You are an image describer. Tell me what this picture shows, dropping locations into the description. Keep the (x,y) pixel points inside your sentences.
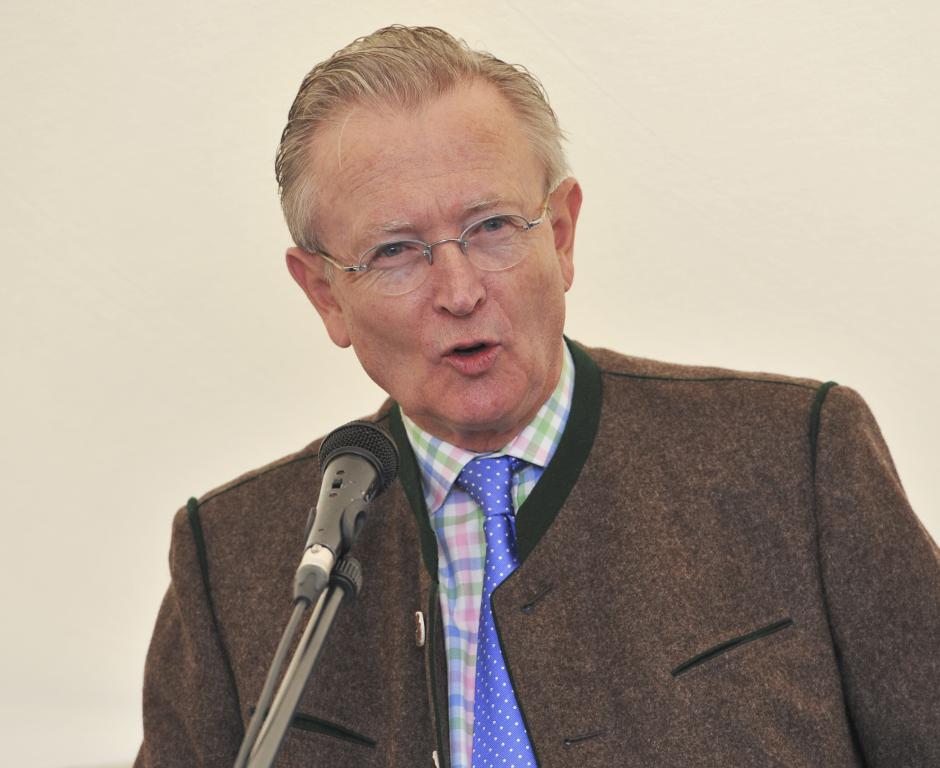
In the foreground of this image (673,473), there is a man (555,485) wearing coat (570,611) is standing in front of a mic (356,476) and there is a cream background (118,310).
